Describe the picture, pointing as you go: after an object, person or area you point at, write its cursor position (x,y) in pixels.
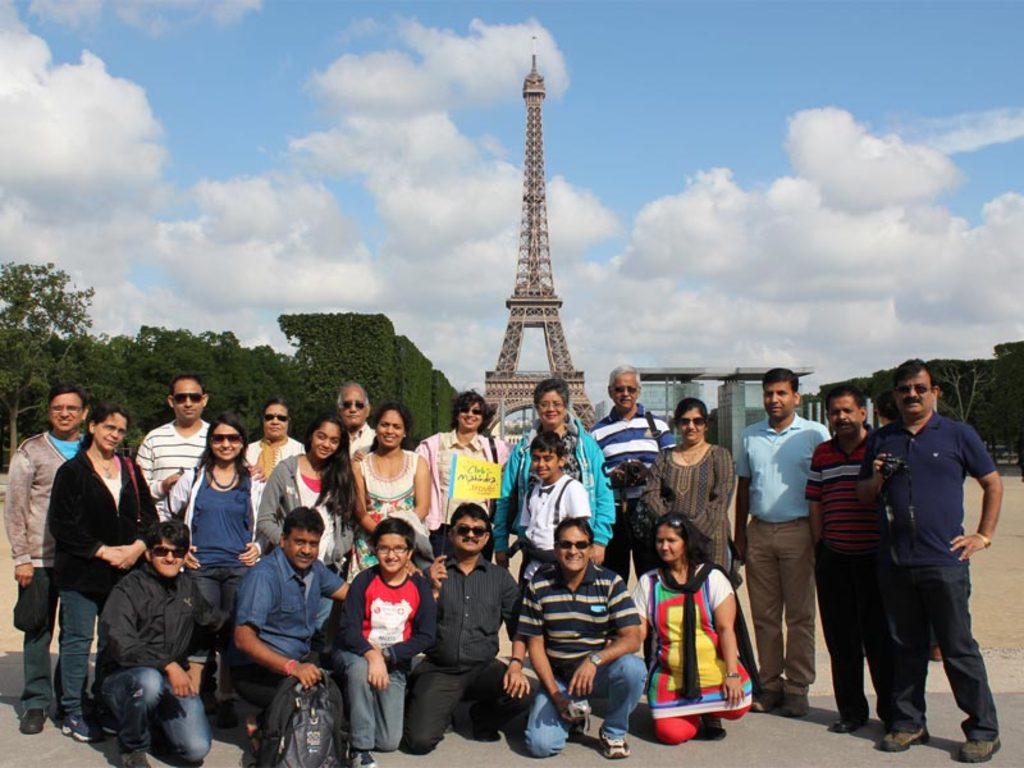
In this image I see number of people (550,380) and I see that most of them are standing and rest of them are sitting and I see the path (1004,533) and I can also see that this man (479,569) is holding a stick (447,524) on which there is a paper (470,487) on which there are few words (479,479) written and I see a bag (298,686) over here. In the background (120,387) I see the trees (279,387), an Eiffel Tower (509,402) and the sky (341,1).
